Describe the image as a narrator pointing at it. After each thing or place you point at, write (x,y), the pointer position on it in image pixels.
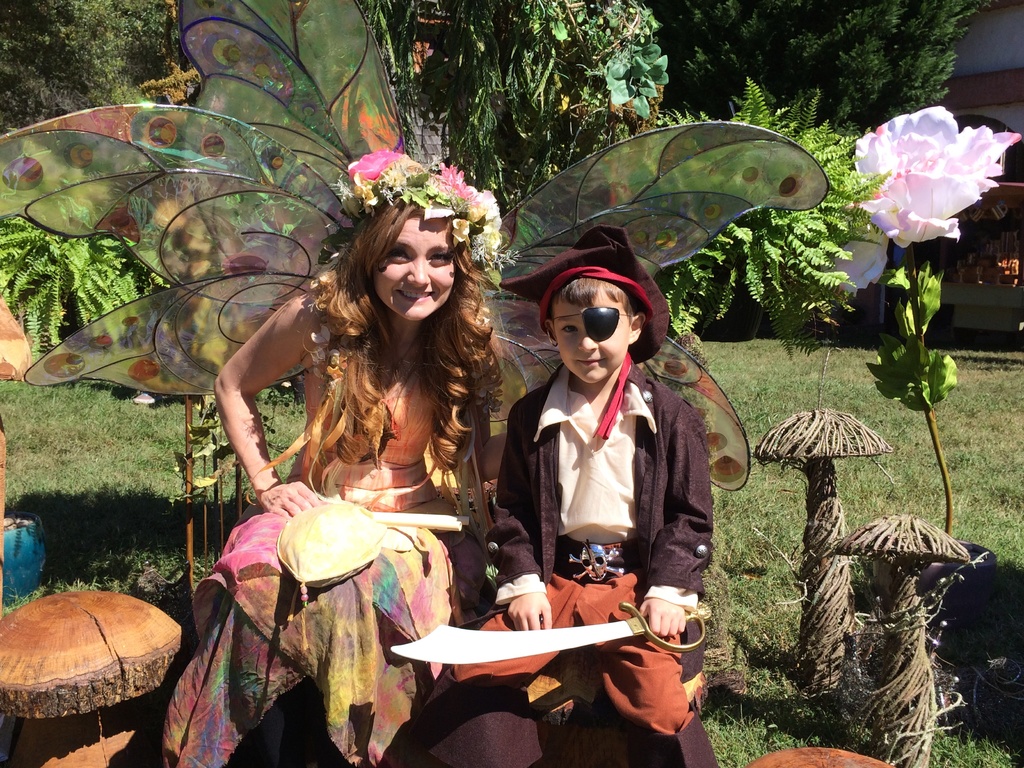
In the foreground of the picture (368,348) there is a woman (363,358) and a boy (589,474) sitting, they are wearing different costumes (589,457). In the foreground (89,629) there are mushroom shaped objects (823,553). In the center of the picture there are trees (482,81) and grass (65,408). In the background (111,39) there are trees (859,68) and building (1004,84). On the right (890,148) there is a flower (946,185).
